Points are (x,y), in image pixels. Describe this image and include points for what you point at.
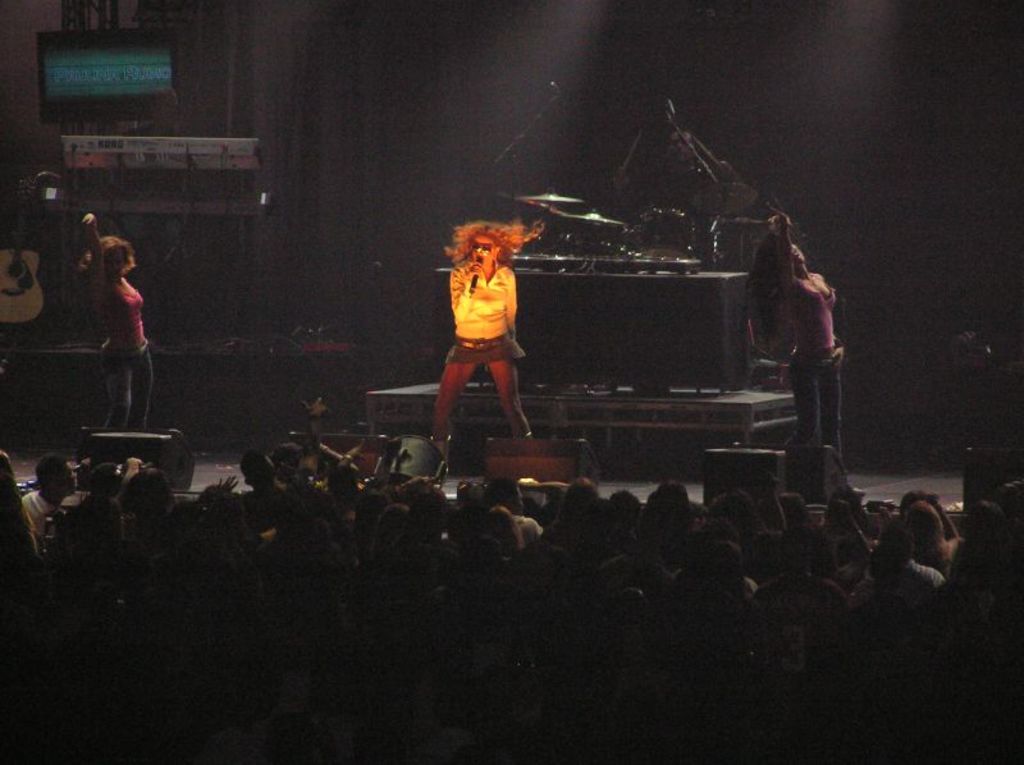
There is a woman (507,298) singing on the mike (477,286) and here we can see two persons (824,437) are standing on the floor (888,482). There are musical instruments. Here we can see a screen (141,54) and there are few persons (470,635). There is a dark background (880,56).
